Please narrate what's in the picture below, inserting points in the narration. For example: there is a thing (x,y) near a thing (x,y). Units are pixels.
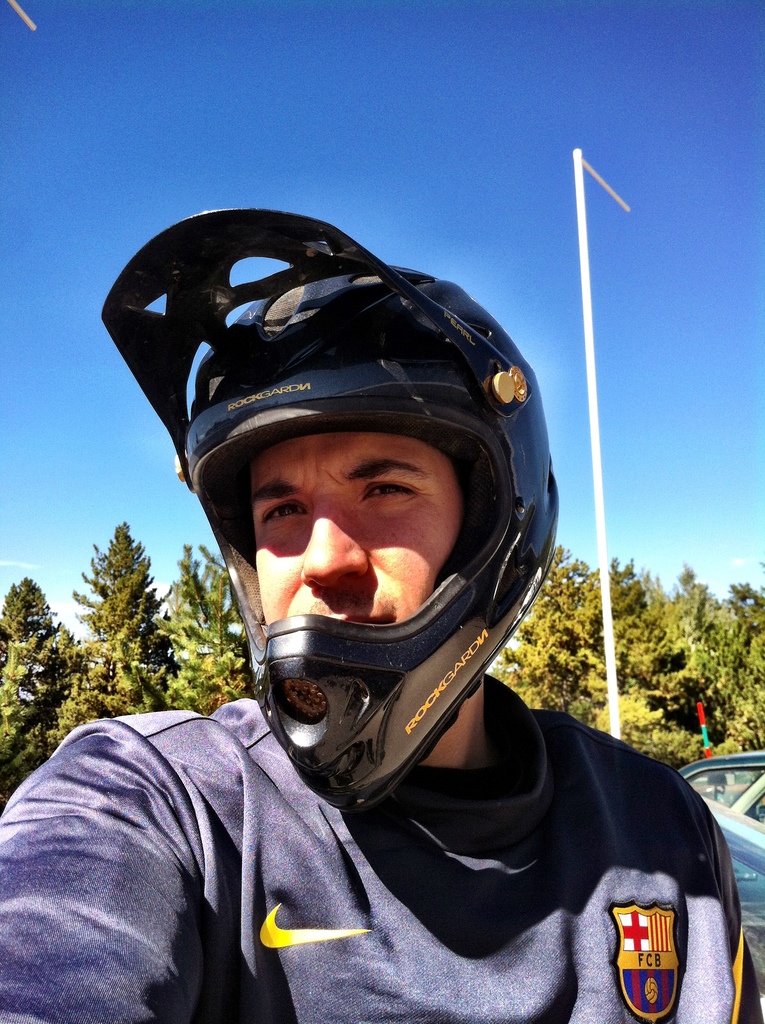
In this image we can see a person (422,553) wearing a helmet (285,667), behind him we can see a pole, vehicle (719,814) and some trees (569,672), in the background (469,158) we can see the sky (441,187).
